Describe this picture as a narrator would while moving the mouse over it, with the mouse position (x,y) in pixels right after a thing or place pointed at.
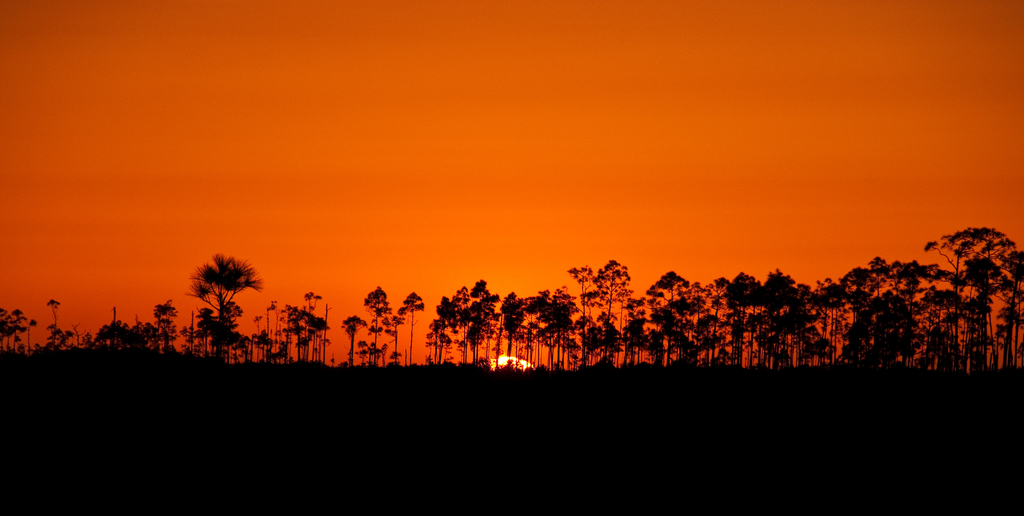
At the bottom of the image (518,433) it is dark. In this image there are trees (953,316), sun (517,360) and sky (556,117).
